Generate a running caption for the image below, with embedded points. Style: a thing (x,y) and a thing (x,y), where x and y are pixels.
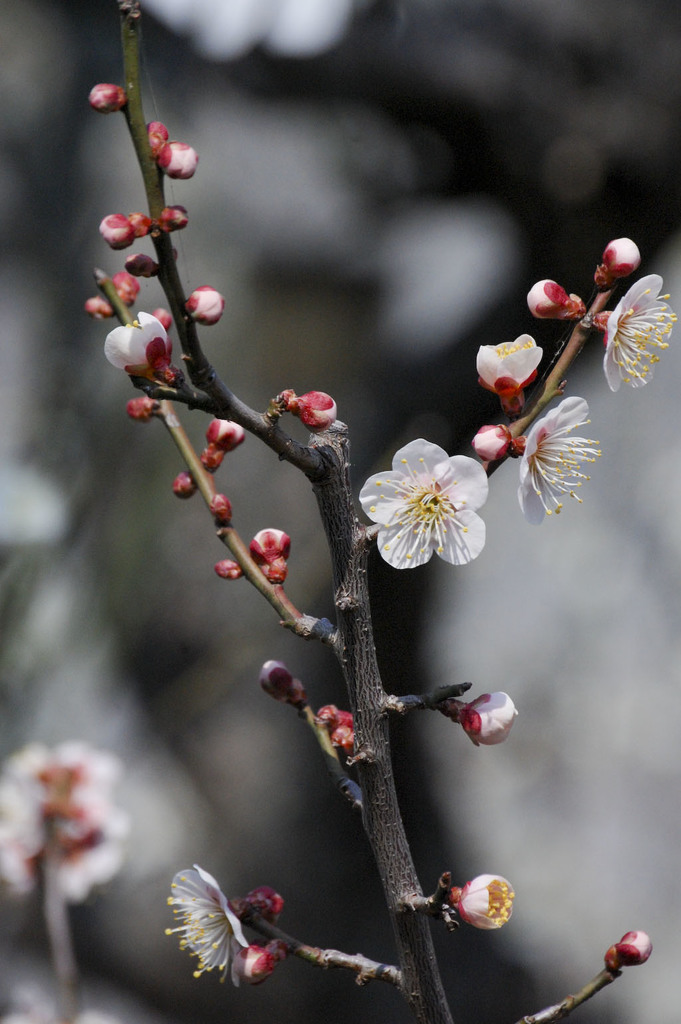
In this image we can see there are flowers (432,520) and buds (170,323) on the branch (242,400) of a tree (367,792). And at the back (308,181) it looks like a blur.
